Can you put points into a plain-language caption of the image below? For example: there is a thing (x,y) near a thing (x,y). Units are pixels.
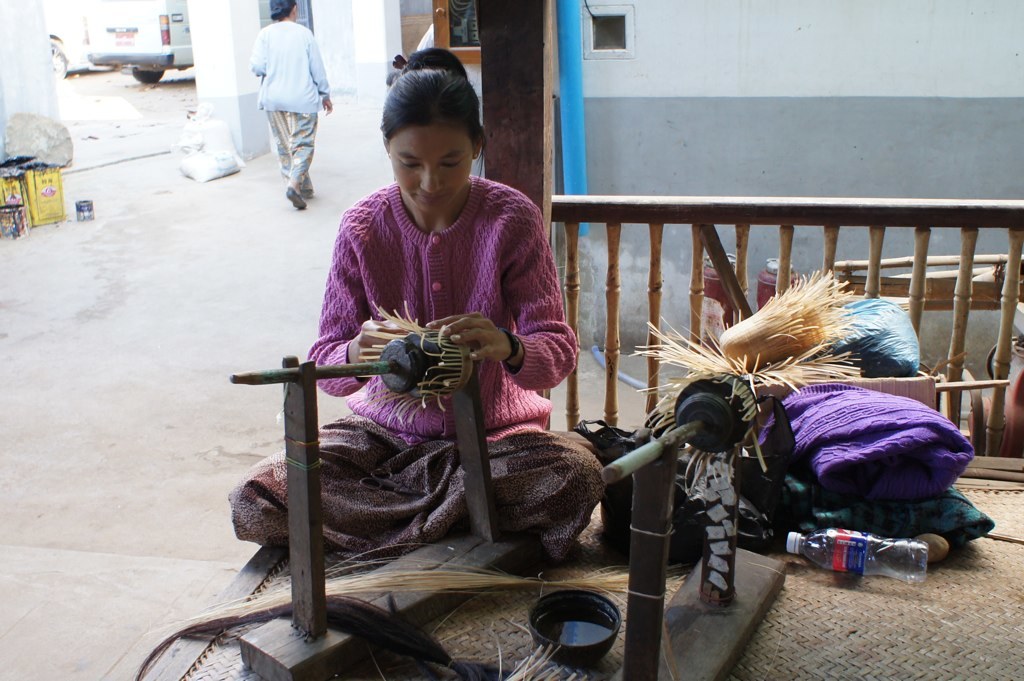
In this image I can see a woman (434,292) wearing a sweater (363,274) and the sitting. In front of her I can see a machine (311,549) which is used to prepare the baskets (699,359) and she is working on that. Beside her I can see some clothes (847,500), bottle (853,550) and some more objects (627,440). Behind her there is a railing (624,206) and a wall (795,76). In the background (303,77) there is a person (275,121) is walking on the road (345,174) and I can see pillars (245,20) and two vehicles (98,30).
